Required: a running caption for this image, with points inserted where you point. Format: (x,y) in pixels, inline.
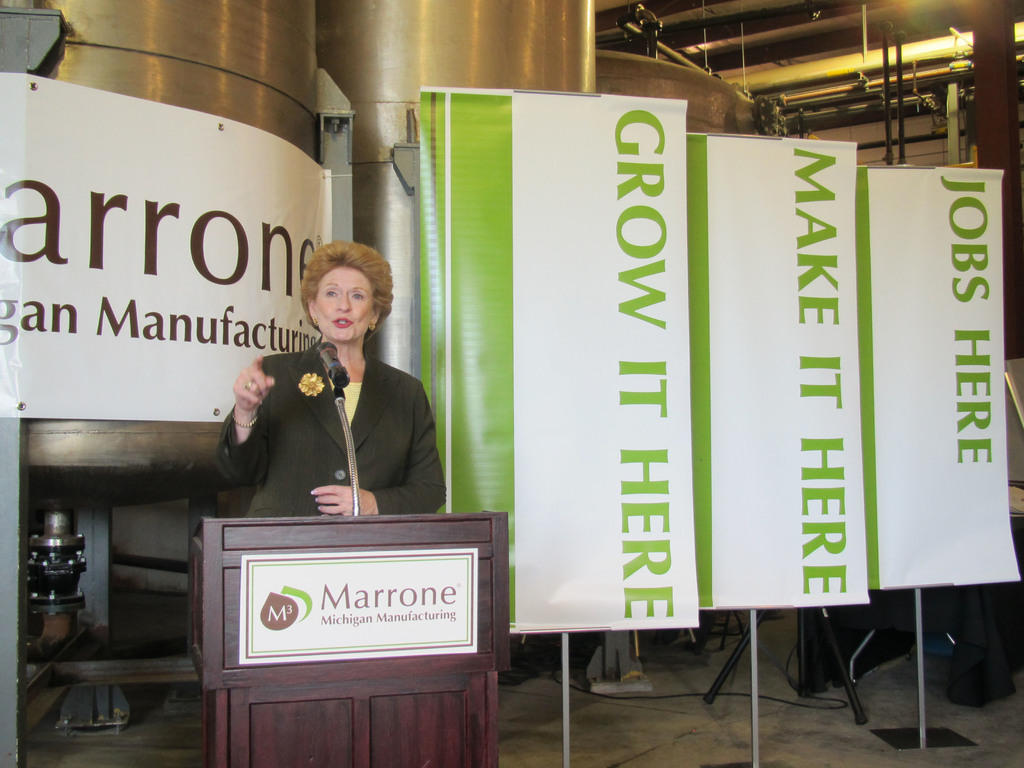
In this picture we can see a woman (326,459) standing in front of a podium (368,670), there is a microphone (344,404) in front of her, on the right side (874,394) there are hoardings (735,401), we can see some text (155,232) on the left side (204,220), in the background (845,85) there are some metal rods (858,75).
